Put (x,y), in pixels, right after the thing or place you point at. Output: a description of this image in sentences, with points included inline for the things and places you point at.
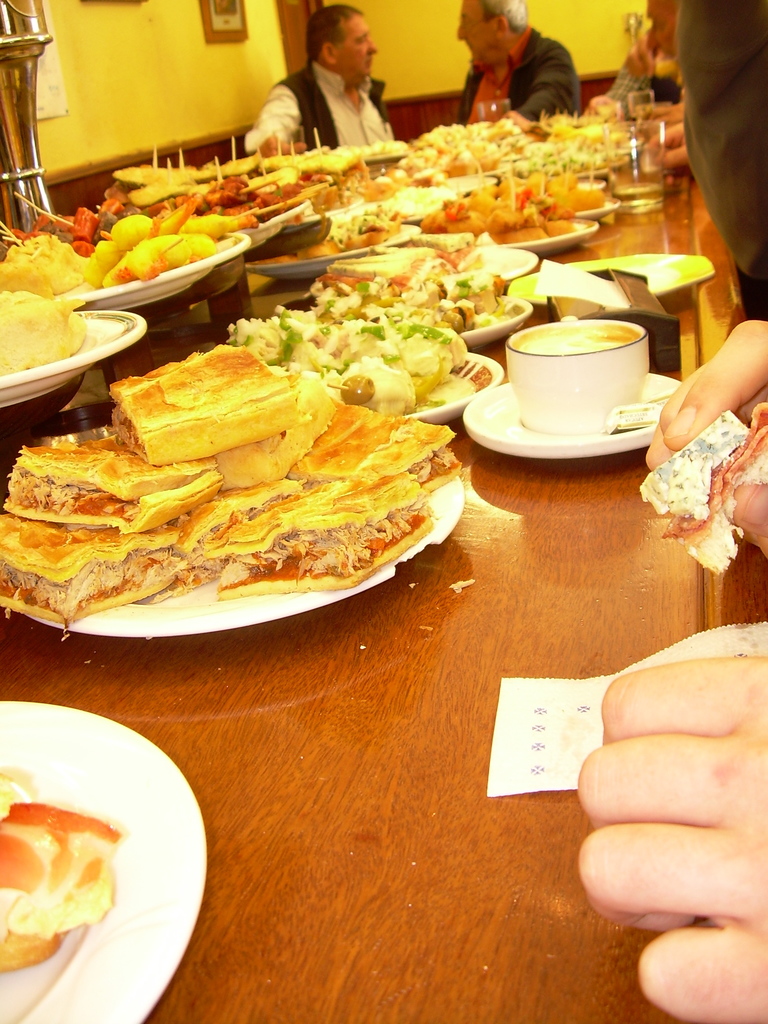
This picture shows people (336,141) seated and Basque food (162,259) in the plates (118,288) and teacups (512,347) on the table (497,962).
